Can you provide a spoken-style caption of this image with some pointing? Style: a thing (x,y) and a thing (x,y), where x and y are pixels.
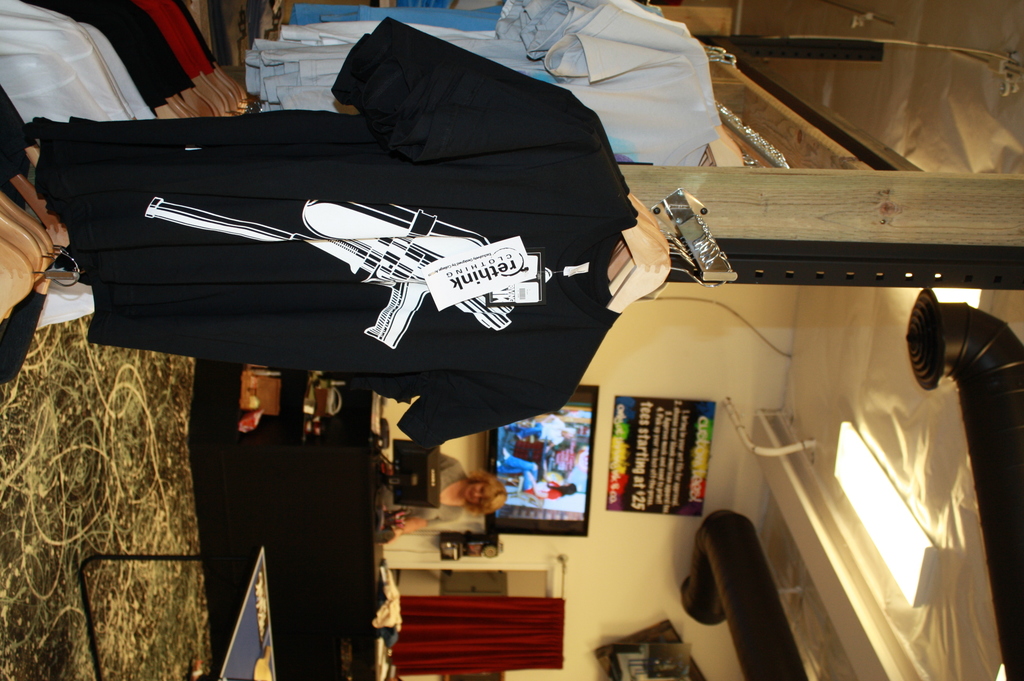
In this image, we can see clothes (310,137) hanging on a hanger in a store (513,573) and there is a lady (450,501) standing in front of monitor (404,487) which is placed on the table (358,570). In the background (647,406), there is a TV (500,446), curtain (531,618) and a frame (693,450) placed on the wall (638,604) and at the bottom right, we can see a table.
